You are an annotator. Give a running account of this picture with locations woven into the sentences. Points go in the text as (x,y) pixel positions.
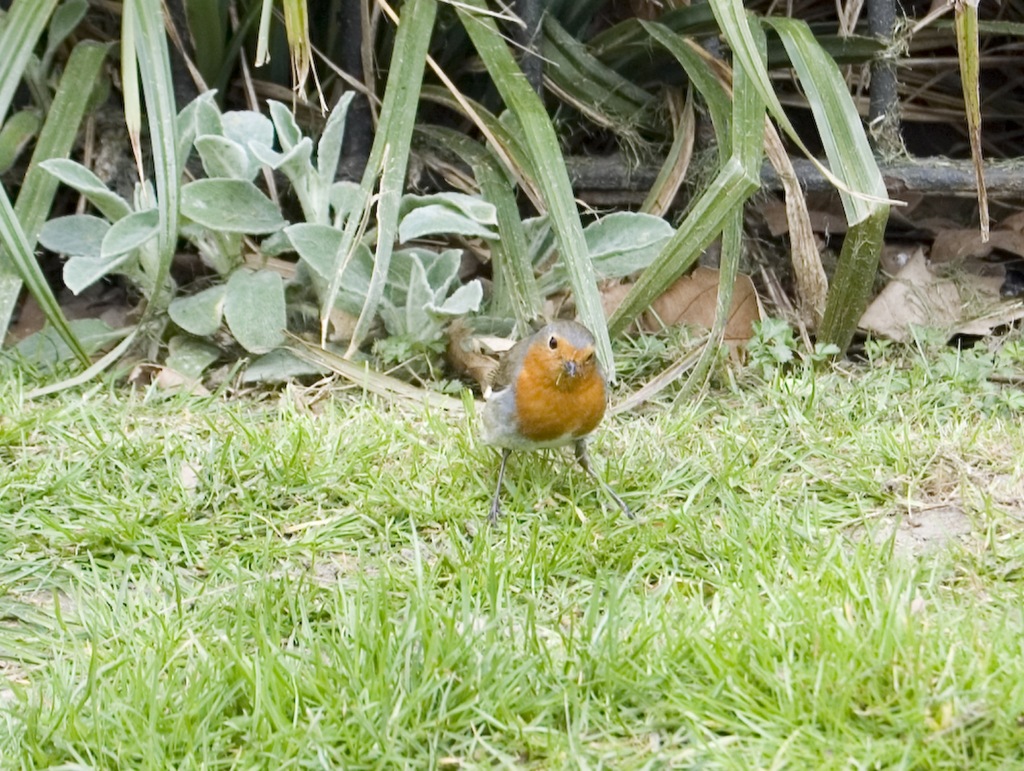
We can see bird (541,431) standing on the grass (601,503) and we can see plants (393,220).
